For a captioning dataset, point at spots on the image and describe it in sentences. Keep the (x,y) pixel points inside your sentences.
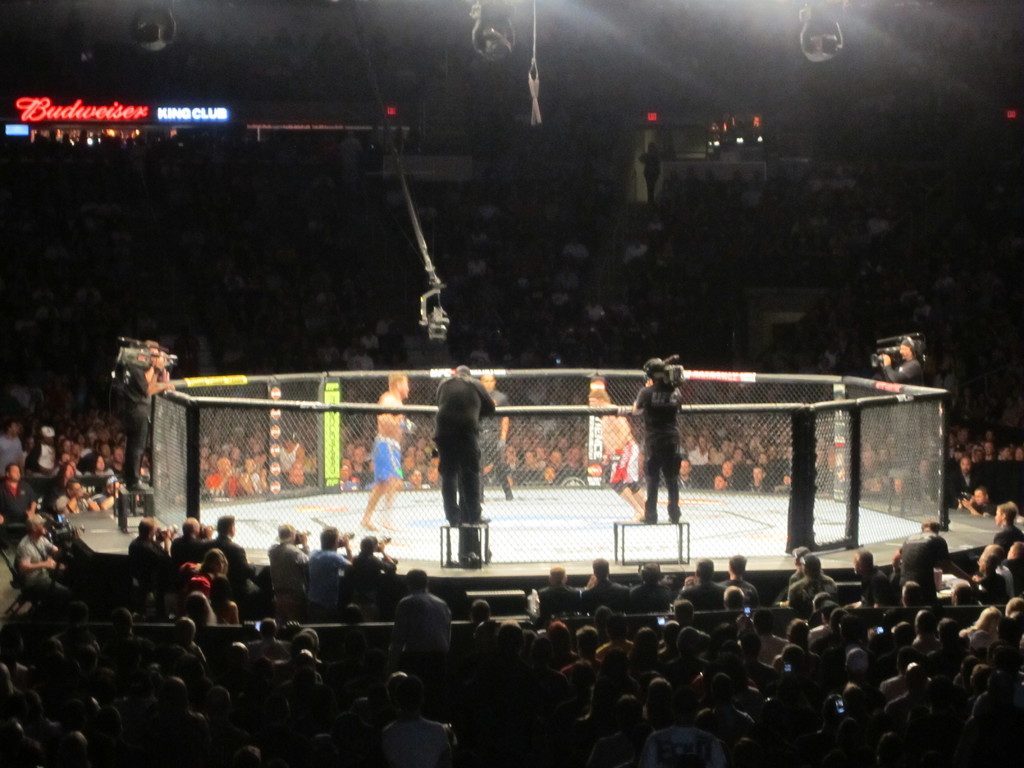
In the image we can see there are many people (397,340) around here, we can see a court (734,519) and this is a net (790,480), in the net (611,484) there are two people (385,477) wearing shorts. Here we can see there are people (447,461) standing, holding a video camera (129,343) in their hand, these are the lights (110,130) and led text (108,114). The corners of the image are dark.
